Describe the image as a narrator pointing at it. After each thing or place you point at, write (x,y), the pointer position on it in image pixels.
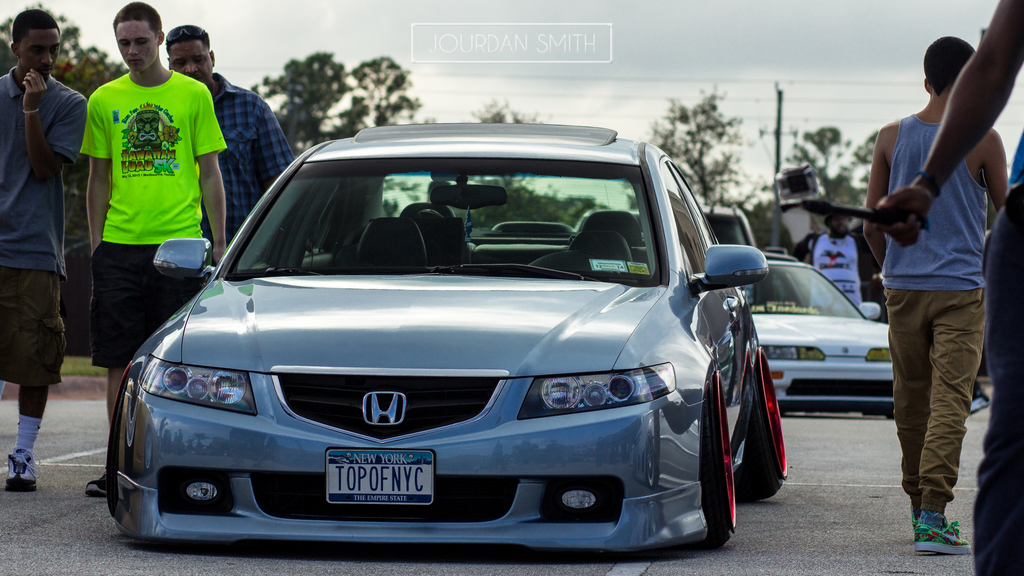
In the center of the image (451,291) we can see the cars (671,284). On the left (154,205) and right side of the image (1020,304) we can see some persons (151,121) are standing. On the right side of the image (1003,447) we can see a person (925,215) is standing and holding an object (867,219). In the background of the image (859,188) we can see the trees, pole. At the top of the image (699,67) we can see the text (608,61) and sky (736,54). At the bottom of the image (791,536) we can see the road (462,551).
